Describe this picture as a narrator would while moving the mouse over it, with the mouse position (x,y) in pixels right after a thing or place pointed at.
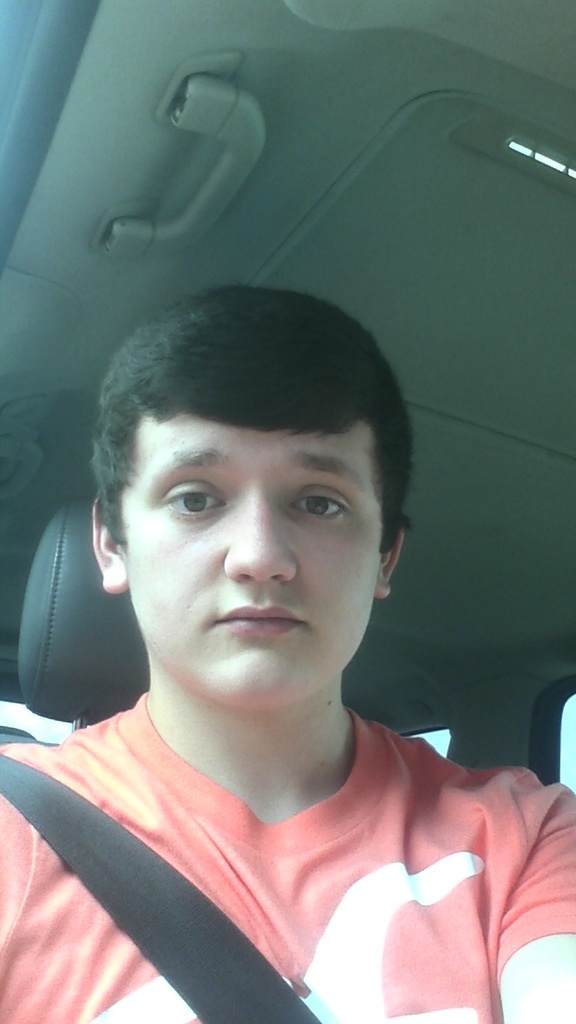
In this image, we can see a person (239,683) sitting in a vehicle (515,761). We can also see the roof (416,299) of a vehicle (420,233).
